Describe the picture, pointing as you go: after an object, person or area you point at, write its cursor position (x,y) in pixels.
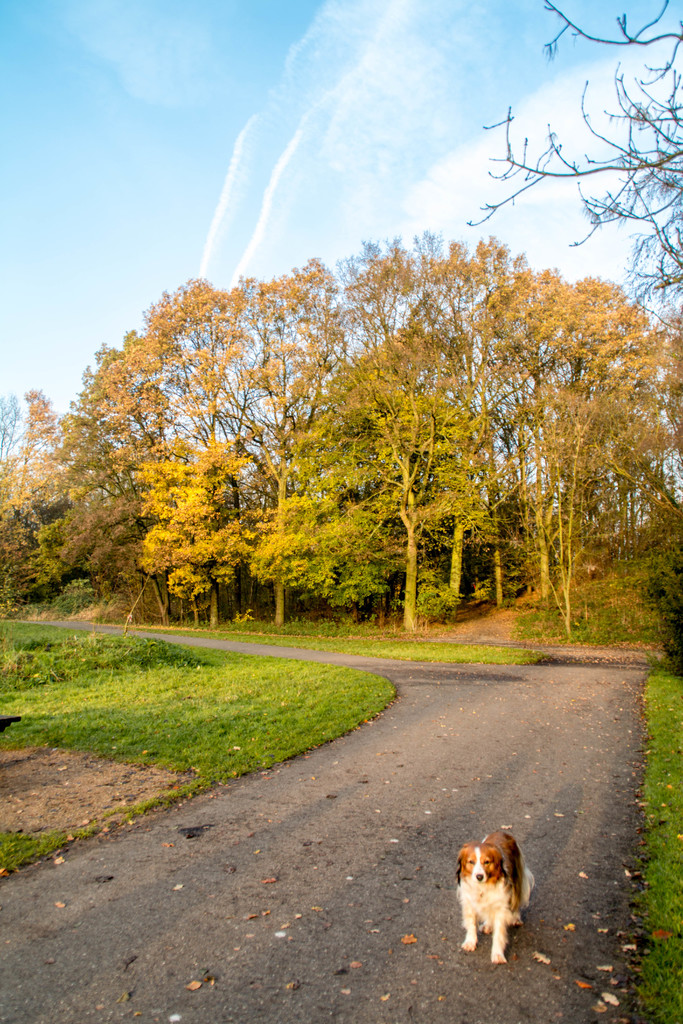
In this image, at the bottom (436,879) there is a dog (465,903), road (420,899), grass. In the middle (318,537) there are trees (488,492), plants (438,608), grass (462,646), and, sky (534,195) and clouds (426,228).
